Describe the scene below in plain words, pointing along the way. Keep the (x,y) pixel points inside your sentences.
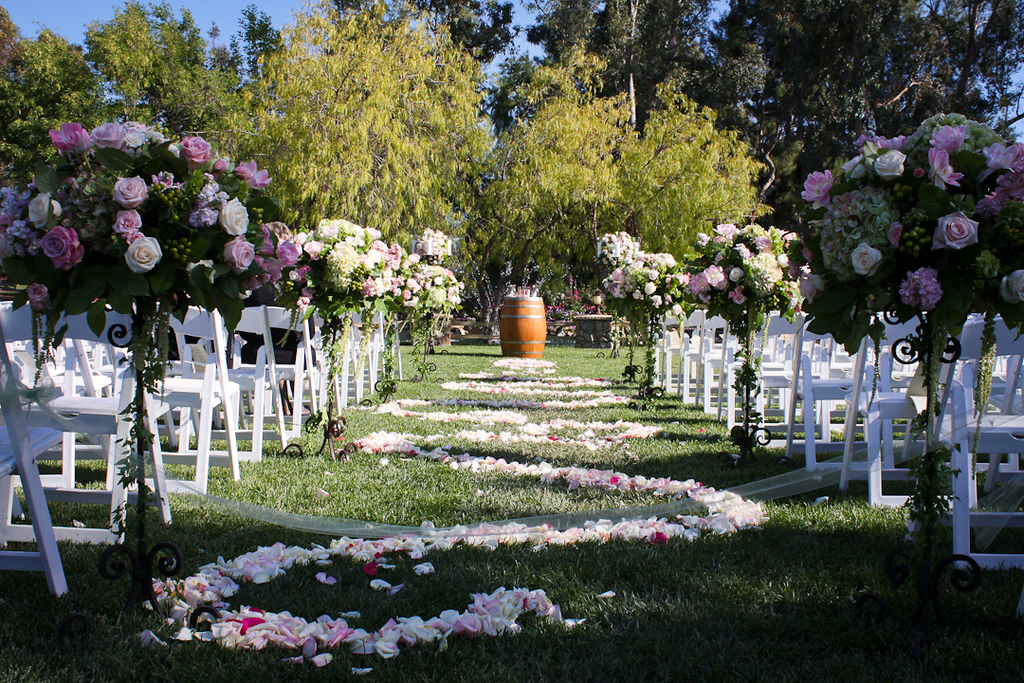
In this image, we can see a grassy land (618,455), chairs (1007,329), flower plants (780,277) and trees (499,164).
